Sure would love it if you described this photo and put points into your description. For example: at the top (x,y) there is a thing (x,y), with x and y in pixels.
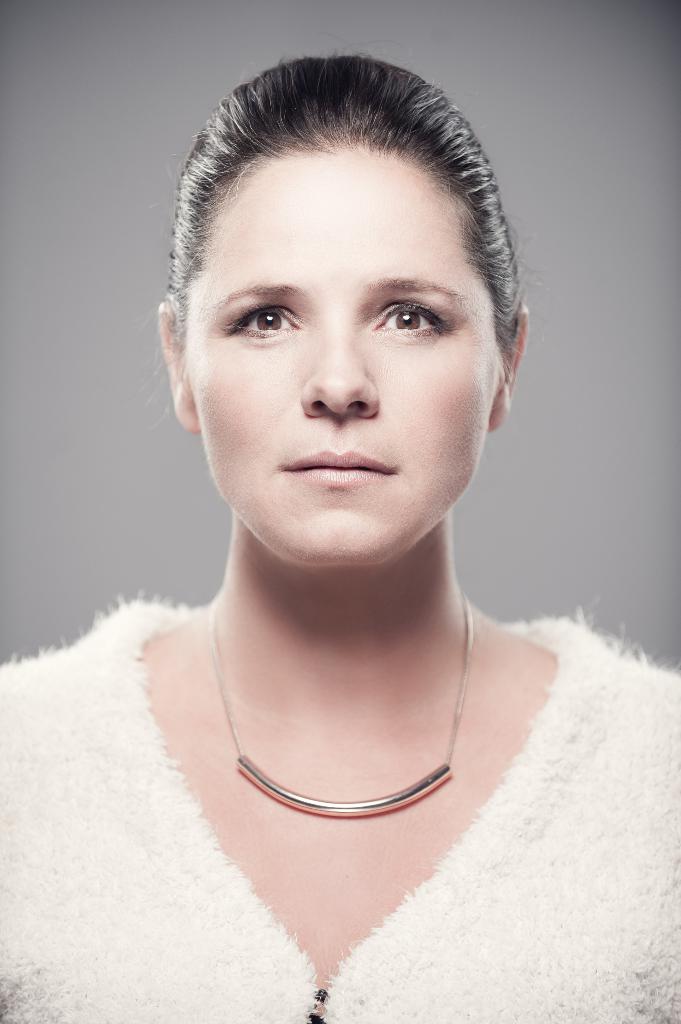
In this image I can see there is a woman (129,820) standing, she is wearing a white dress (604,660), necklace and in the background (619,235) I can see there is an ash color surface (59,220).
